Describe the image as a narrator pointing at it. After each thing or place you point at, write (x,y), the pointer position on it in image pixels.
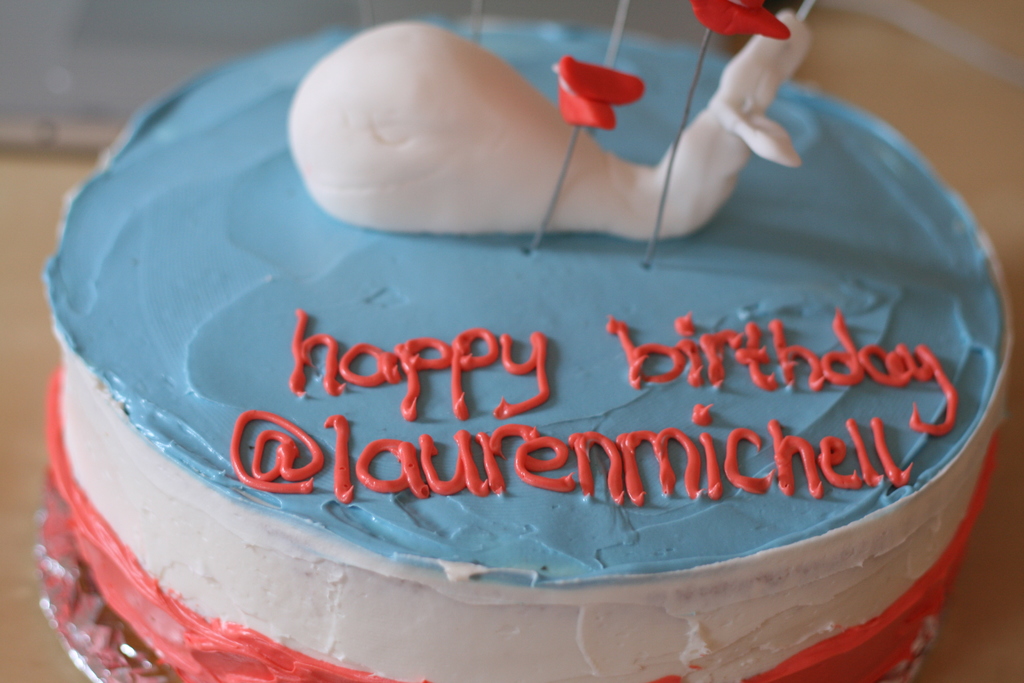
In this picture we can see colorful cake (169,557) on the platform (104,618). In the background of the image (174,51) it is blurry.
